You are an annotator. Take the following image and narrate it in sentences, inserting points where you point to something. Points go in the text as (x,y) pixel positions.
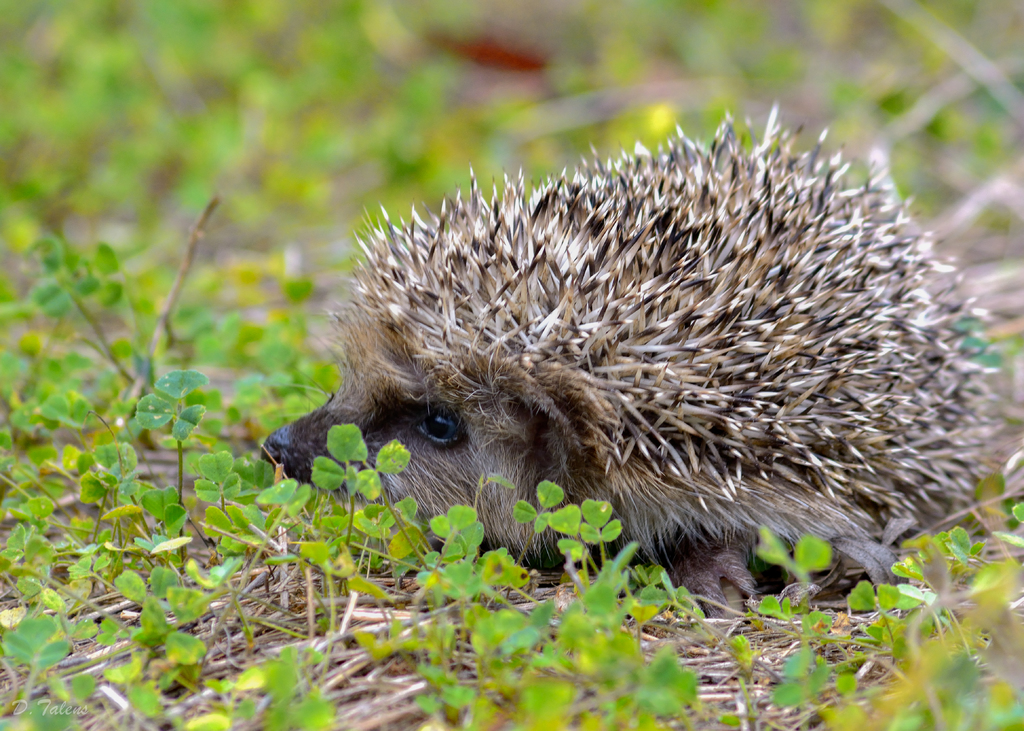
In this image in the center (504,329) there is one animal (670,483) and at the bottom (577,644) there is grass (583,630).
